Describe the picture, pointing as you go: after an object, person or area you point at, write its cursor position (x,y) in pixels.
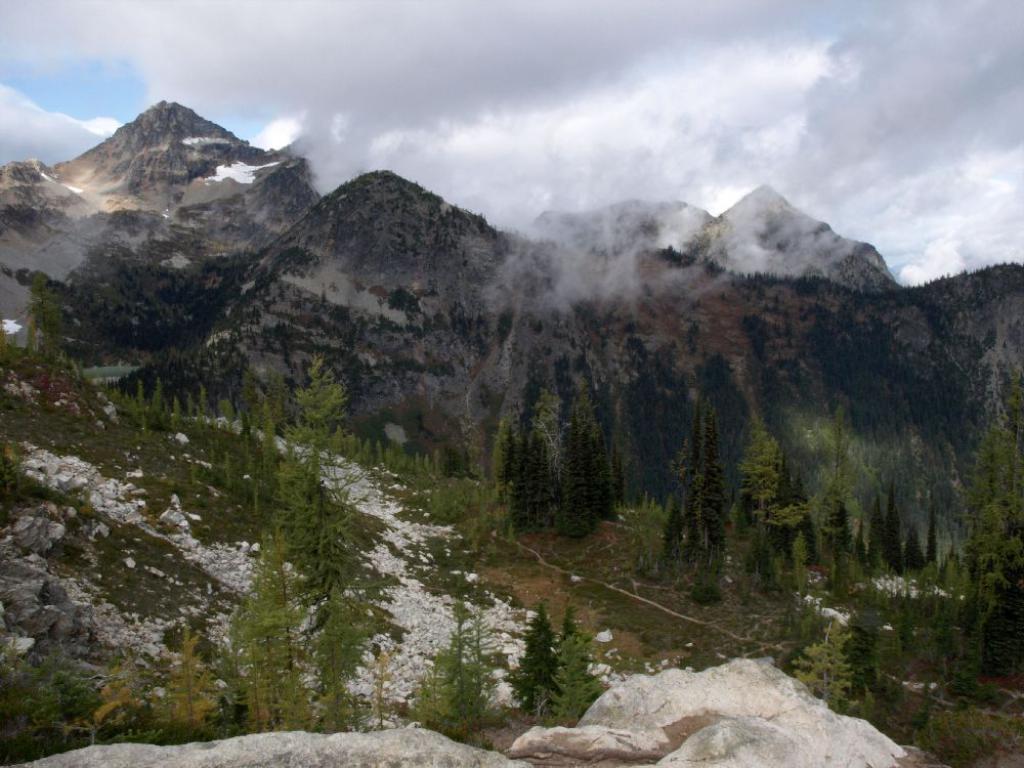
In this picture we can see trees (851,690), rocks (808,744), mountains (387,350) and some objects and in the background (538,112) we can see the sky (737,79) with clouds (697,34).
